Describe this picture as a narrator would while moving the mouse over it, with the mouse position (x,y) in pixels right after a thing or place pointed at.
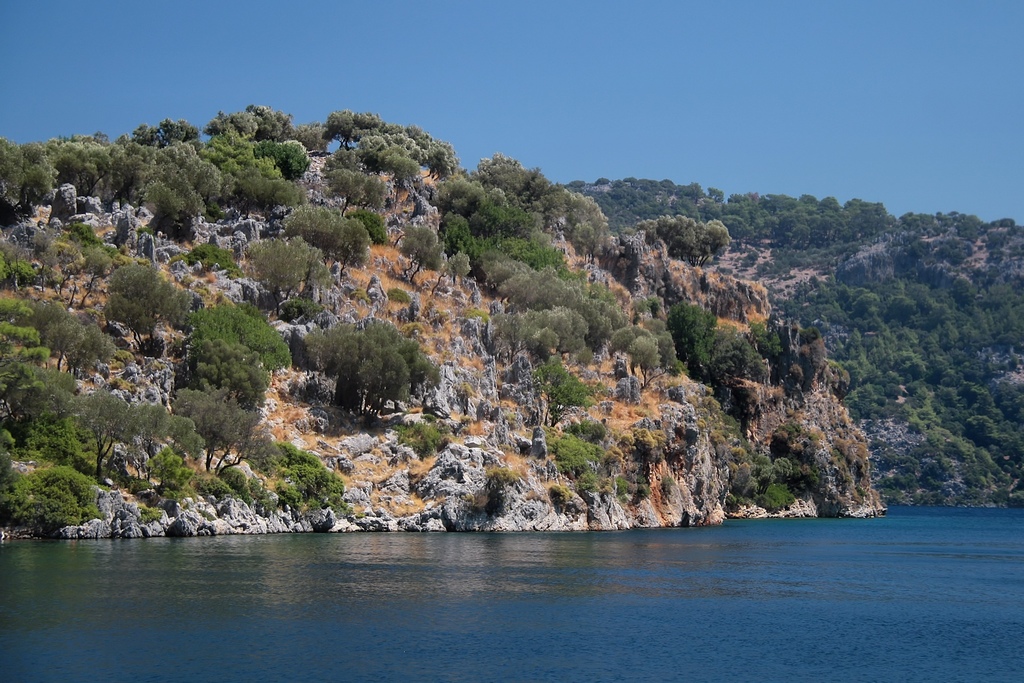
This is water (623,668). Here we can see trees (685,216) and mountain (956,482). In the background (902,135) there is sky (733,122).
